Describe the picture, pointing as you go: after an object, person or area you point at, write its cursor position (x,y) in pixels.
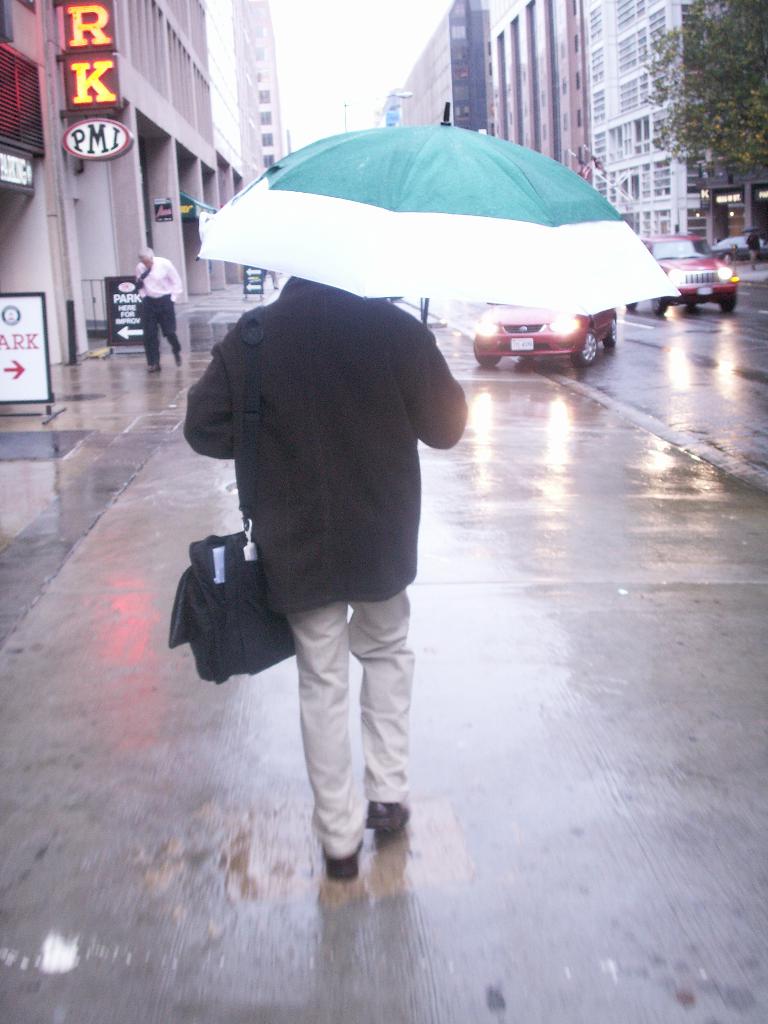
In the front (364,518) a person (371,650) is holding an umbrella (455,278) and wearing bag (251,367). Background of the image (50,63) we can see buildings (35,142), boards (9,341), people (140,278), tree (765,18), sky (316,30) and vehicles (524,328). Vehicles (595,325) are on the road (693,373).
